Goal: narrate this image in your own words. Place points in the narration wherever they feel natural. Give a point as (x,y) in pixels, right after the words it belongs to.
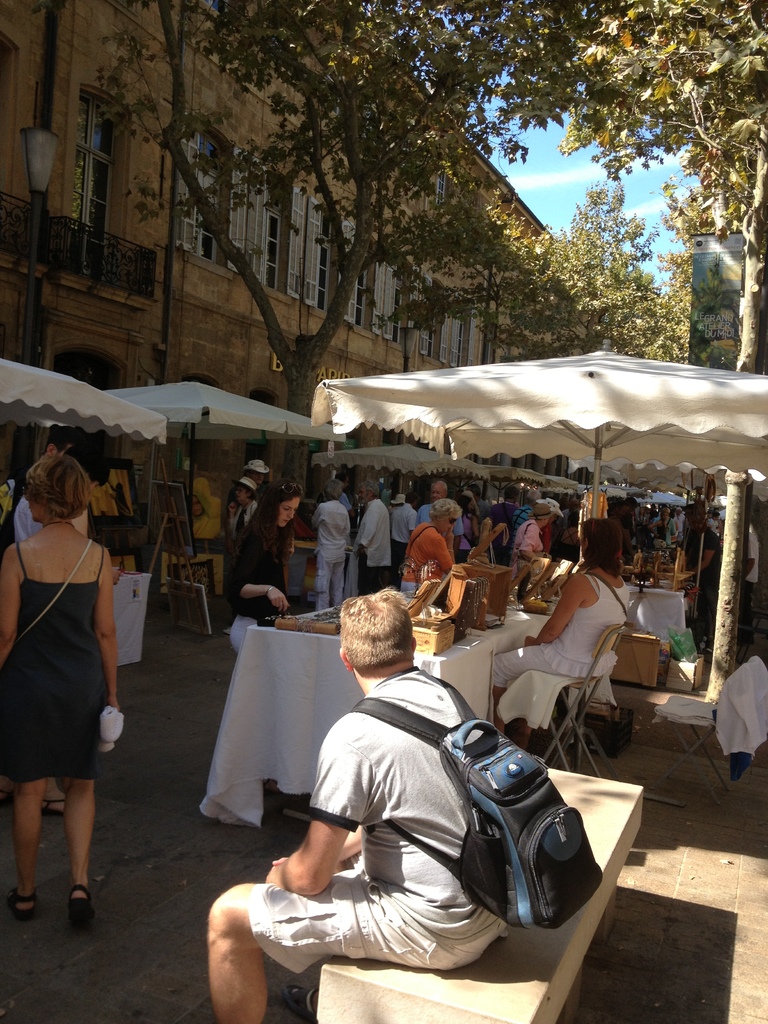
There is a building (140,235) at one side behind a tree (315,7) and there are few tents (732,458) placed on roads (120,676) lot of crowd (551,511) watching the stalls (649,568) and stuff (140,538) in it. there is man (339,930) sitting on bench (606,889) wearing a backpack (575,896).
